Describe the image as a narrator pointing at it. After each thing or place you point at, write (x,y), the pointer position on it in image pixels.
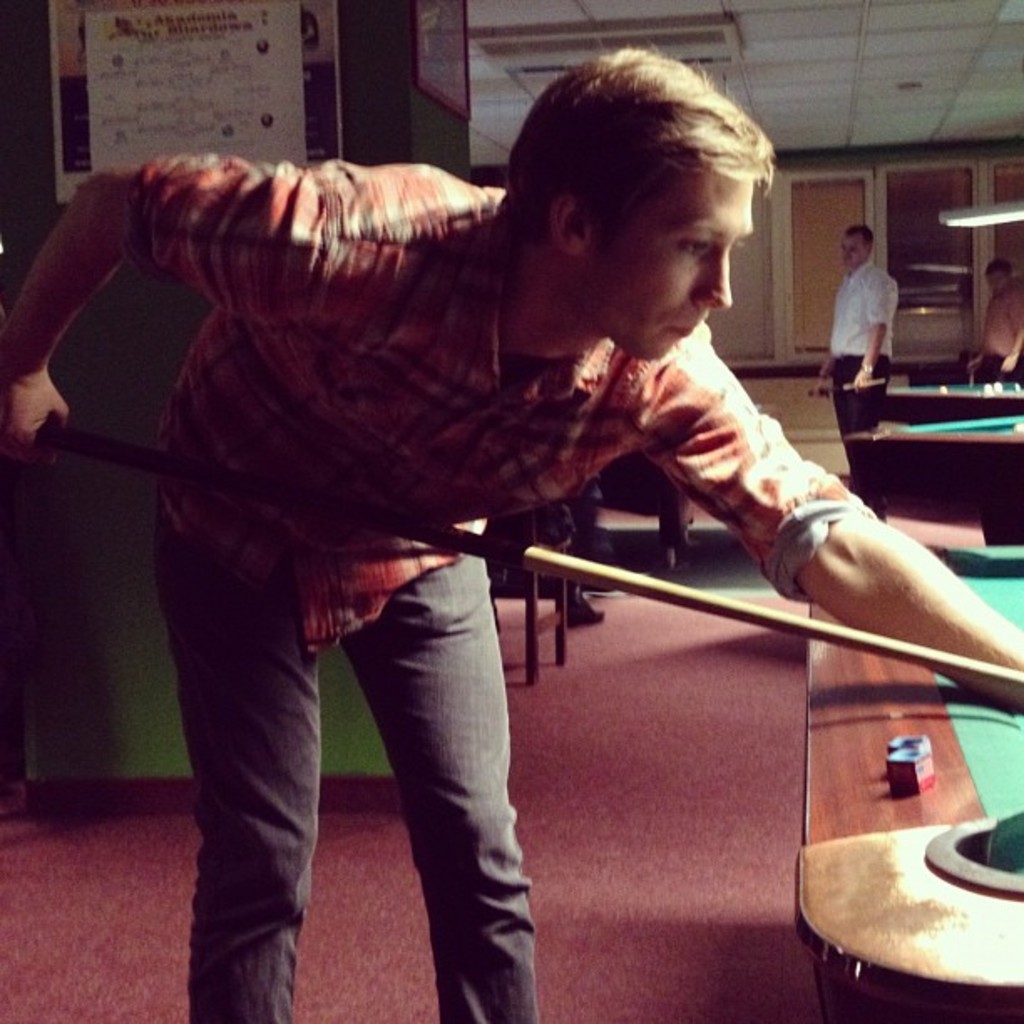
The man (598,399) in red check shirt (280,386) and the black pant (258,754) is playing a snooker pool game. Beside him, we see many snooker game tables (901,452). The man (876,348) in the white shirt (858,350) is standing beside that, In the background (914,209), we see a cupboard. On the left side (341,711), we see a pillar (356,20) on which posters (298,42) are pasted.
